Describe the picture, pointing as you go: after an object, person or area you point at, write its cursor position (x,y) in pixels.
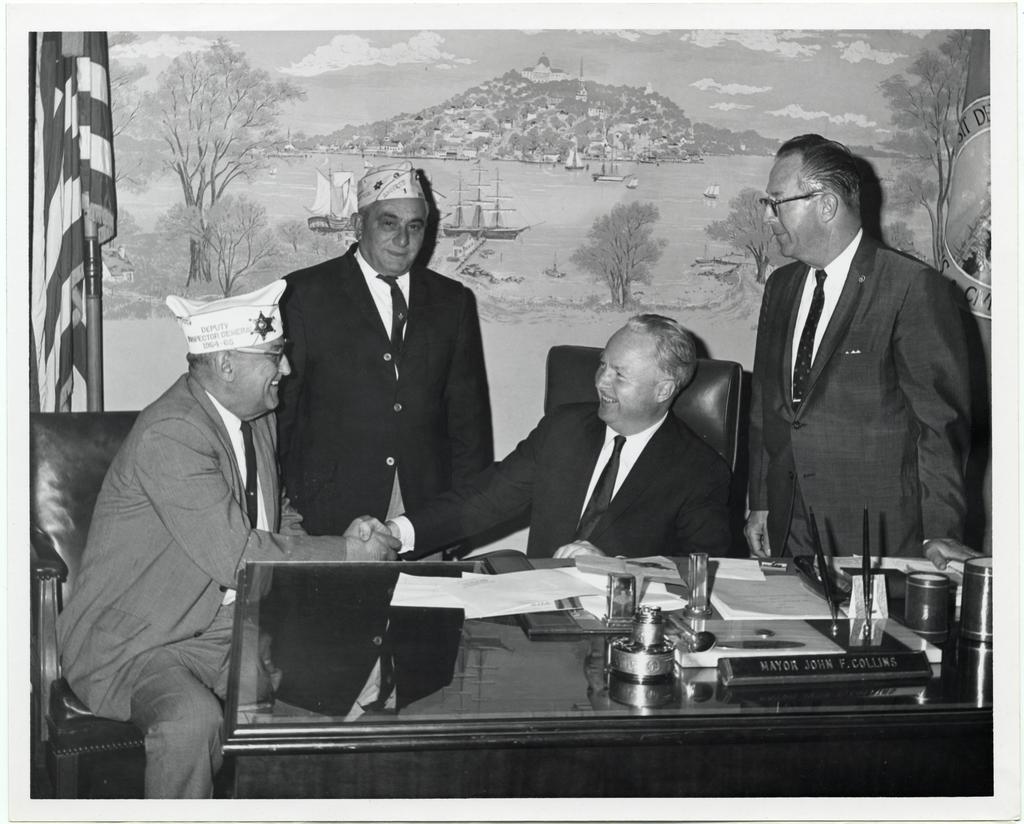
In this image there are 2 persons (204,383) sitting in chair (710,369), another 2 persons (452,347) standing beside them and in table (612,780) there are name board (736,669), paper (787,593), pen (821,543), and in back ground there is a wall paper (255,168), flag (76,95).
